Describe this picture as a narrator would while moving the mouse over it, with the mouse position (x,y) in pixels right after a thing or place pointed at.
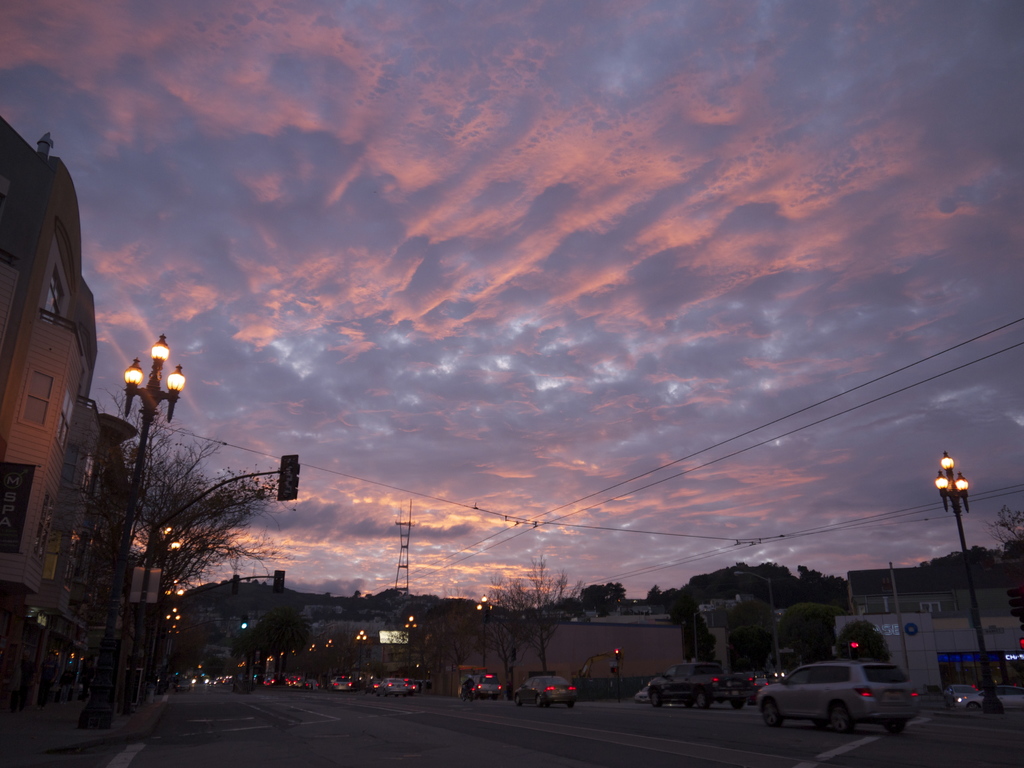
We can see vehicles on the road (501,763) and we can see lights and traffic signals (238,580) on poles (91,714) and building (48,538). Background (544,581) we can see trees (834,599) and sky (441,475) with clouds (461,533). We can see wires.
